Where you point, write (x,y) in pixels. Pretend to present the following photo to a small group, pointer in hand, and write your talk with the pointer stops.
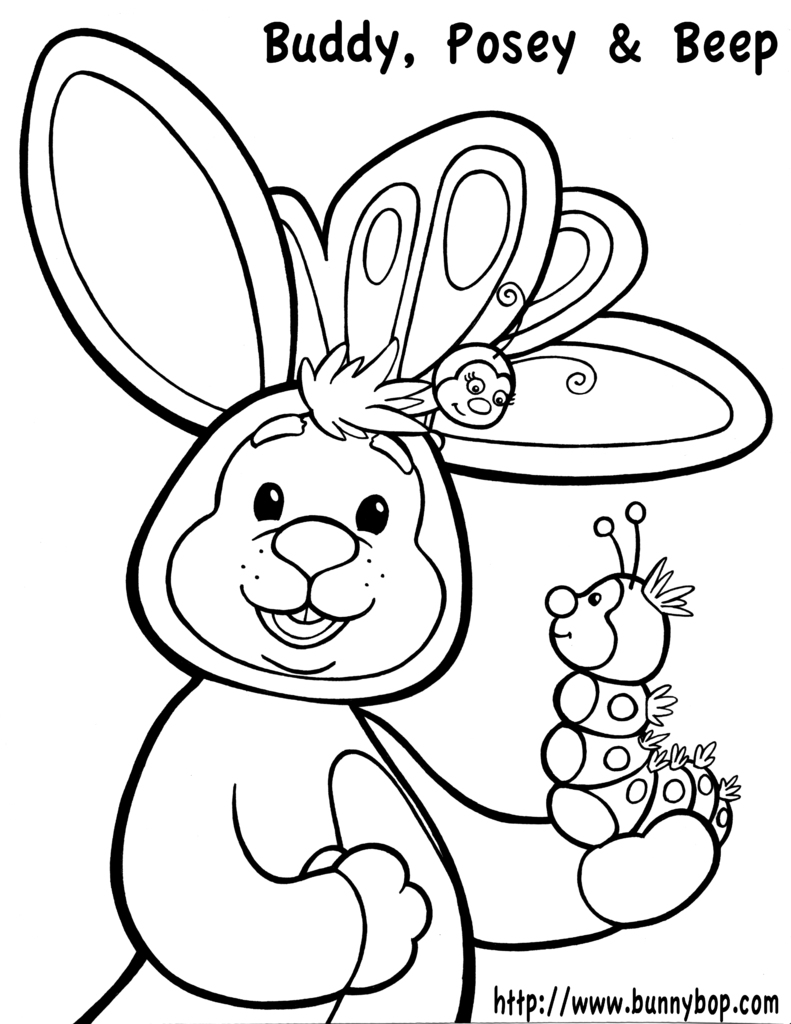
This is a sketch. In this image we can see the cartoon pictures (407,428) and text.
